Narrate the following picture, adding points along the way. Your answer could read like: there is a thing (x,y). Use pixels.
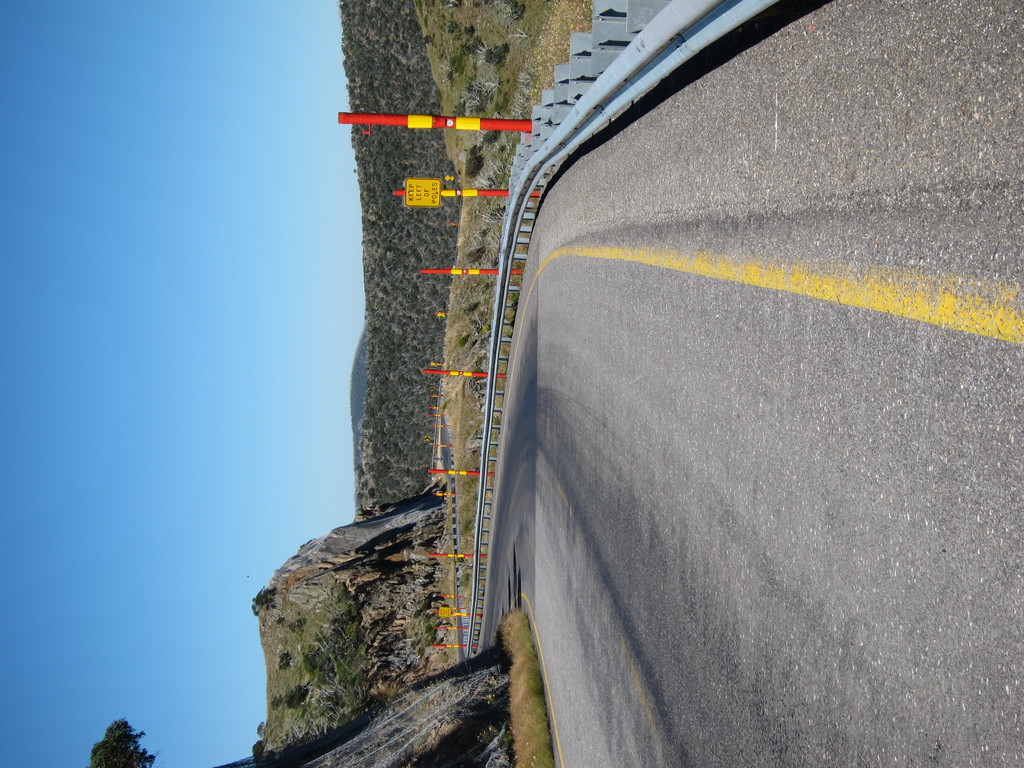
It is a tilted image and it is the picture of a highway (737,497), the road (775,432) is empty and beside the road (848,313) there are huge hills (351,637) and mountains (398,543). There are red and yellow poles (485,122) beside the road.
